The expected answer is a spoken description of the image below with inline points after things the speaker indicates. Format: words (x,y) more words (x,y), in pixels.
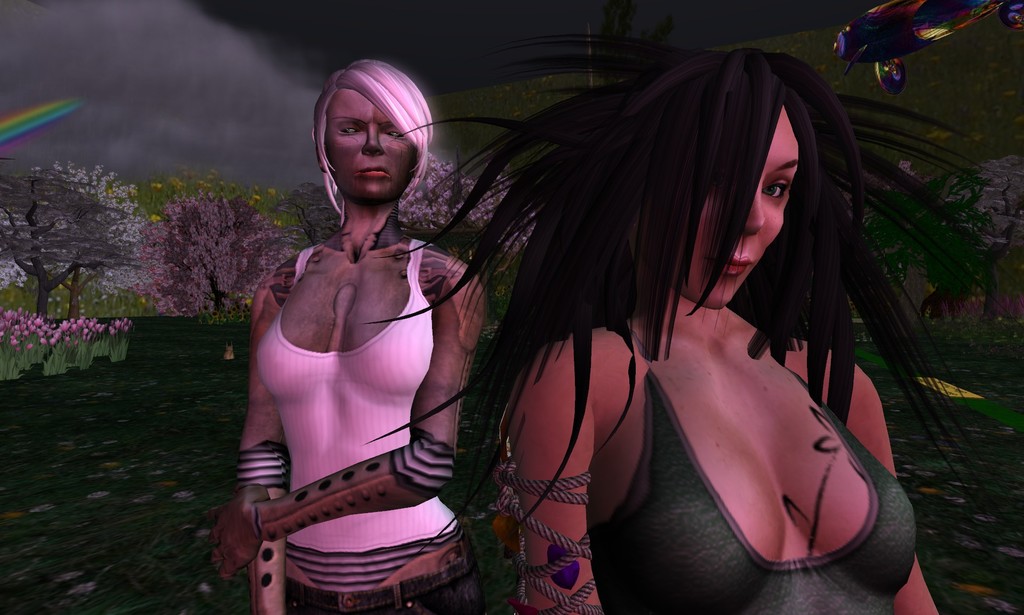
This is an animation, in this image in the foreground (585,253) there are two women (391,424). And in the background (59,218) there are some plants (195,234), trees (104,248), flowers (7,350), grass (144,420). And in the top right hand corner (894,29) there is some object (916,36), at the bottom (203,529) there is grass (932,420).
